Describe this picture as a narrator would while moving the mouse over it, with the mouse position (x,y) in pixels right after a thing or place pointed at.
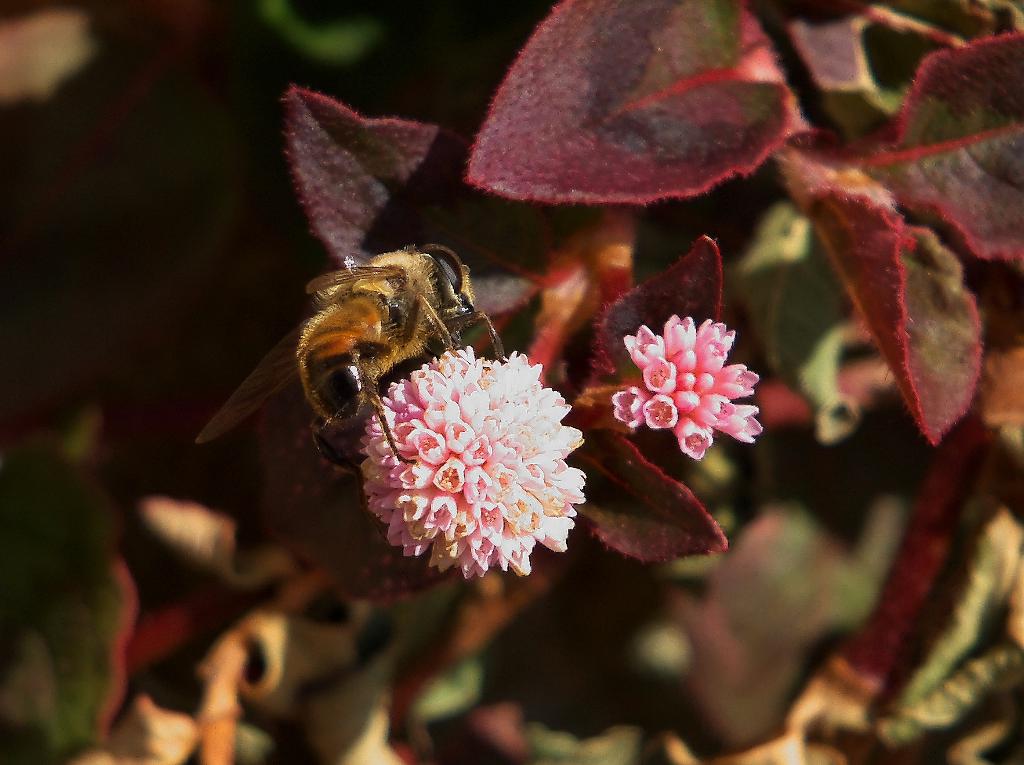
In this picture we can see an insect (265,376), flowers (633,355) and leaves (26,60). In the background of the image (26,60) it is blurry.
